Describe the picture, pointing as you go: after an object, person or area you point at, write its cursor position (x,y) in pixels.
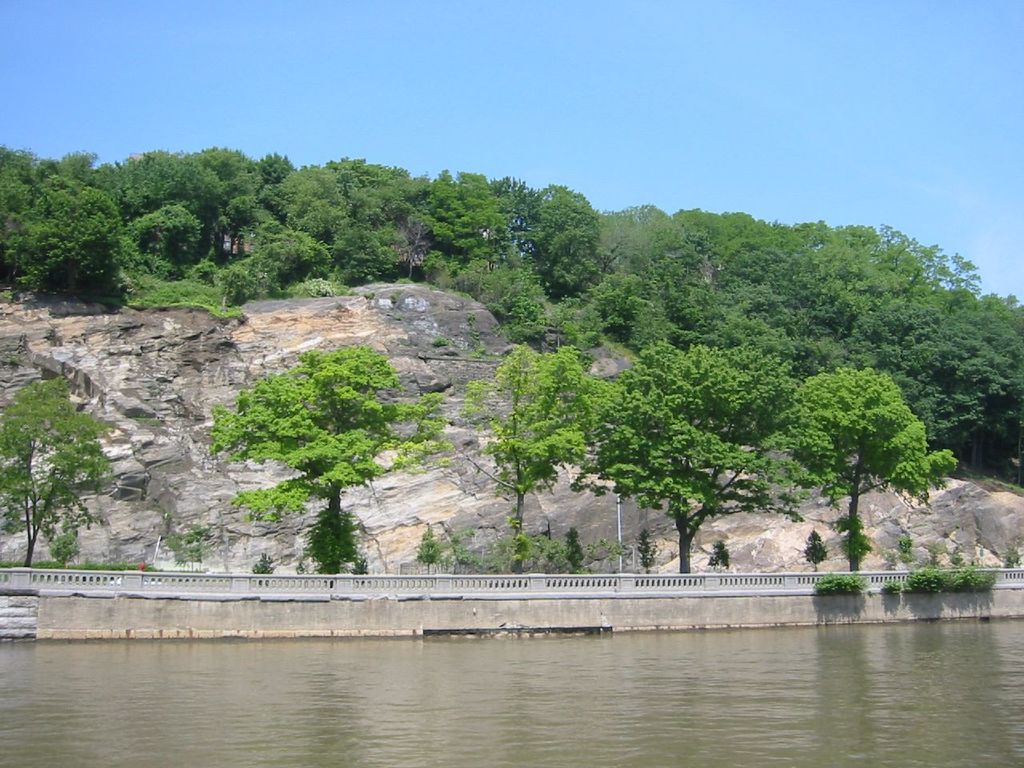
In this image, we can see so many trees (49,487), plants (452,553), pole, rocks (806,507), railing (25,582). At the bottom (949,629), we can see the water (692,710). Top of the image (598,95), we can see the sky (443,127).
